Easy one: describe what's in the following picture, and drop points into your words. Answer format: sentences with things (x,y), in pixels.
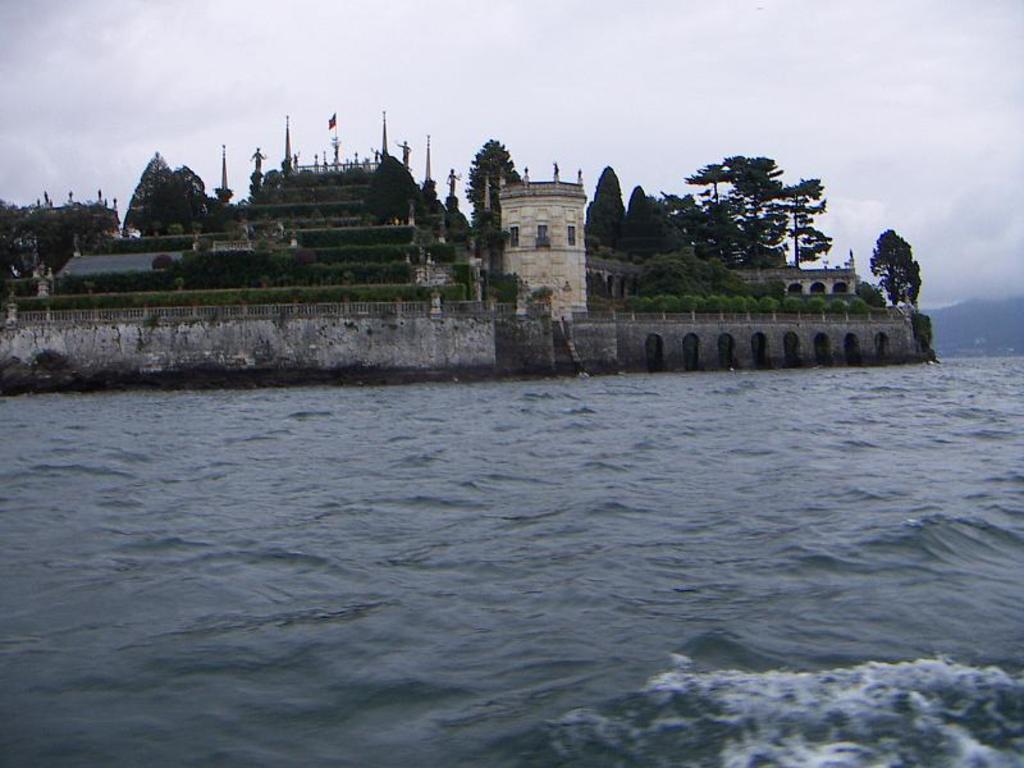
In this image in the front (591,541) there is water lake (617,516) and in the background (340,305) there are monuments (780,269) and there are trees (633,259) and the sky (717,106) is cloudy.
